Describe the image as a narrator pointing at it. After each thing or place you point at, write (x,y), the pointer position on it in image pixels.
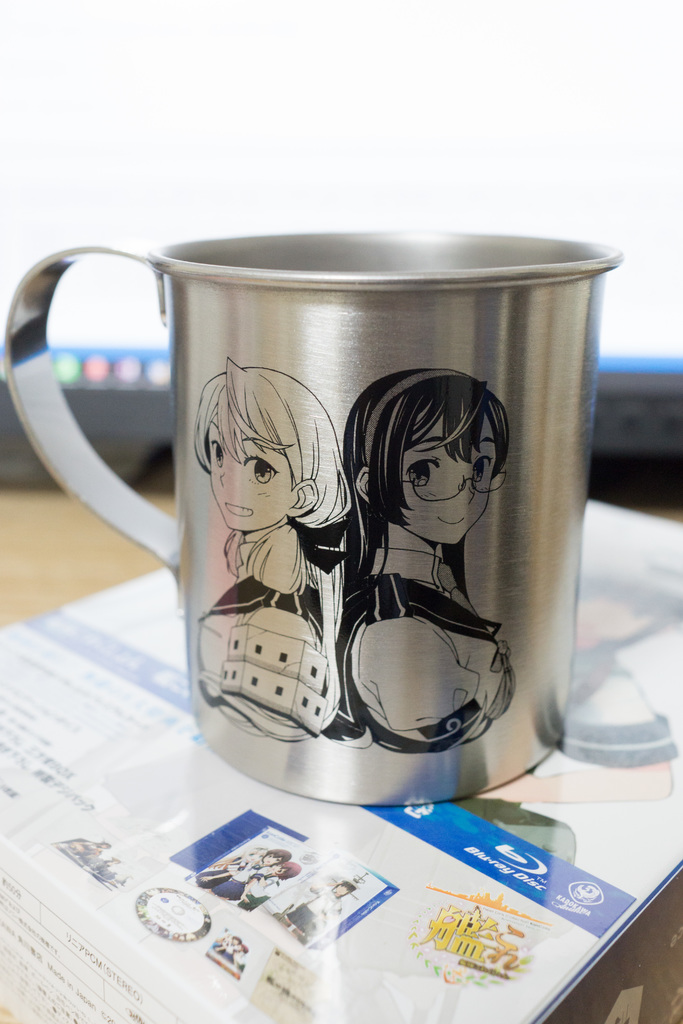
In this image I can see a cup (375,599) on the table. This image is taken may be in a room (377,874).
